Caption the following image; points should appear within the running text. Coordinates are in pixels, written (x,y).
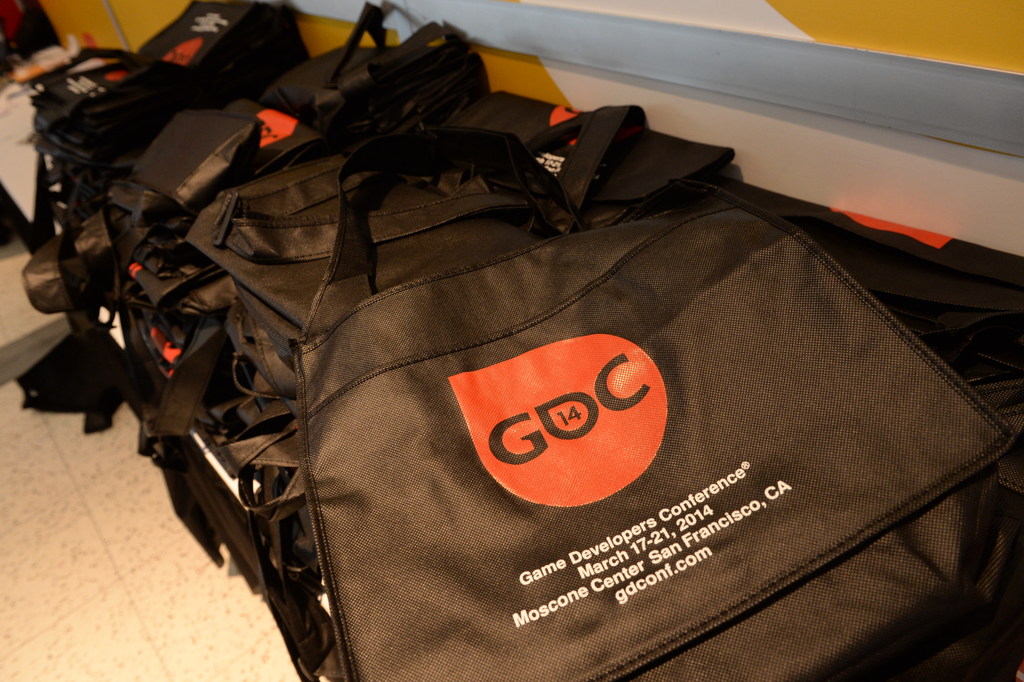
There is a carry bag (720,424) on which there are letters (524,582) written on it and a symbol (653,374) on it. There is a table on which there are so many number of carry bags (190,283). In the background (125,27) we have a wall (96,13).
